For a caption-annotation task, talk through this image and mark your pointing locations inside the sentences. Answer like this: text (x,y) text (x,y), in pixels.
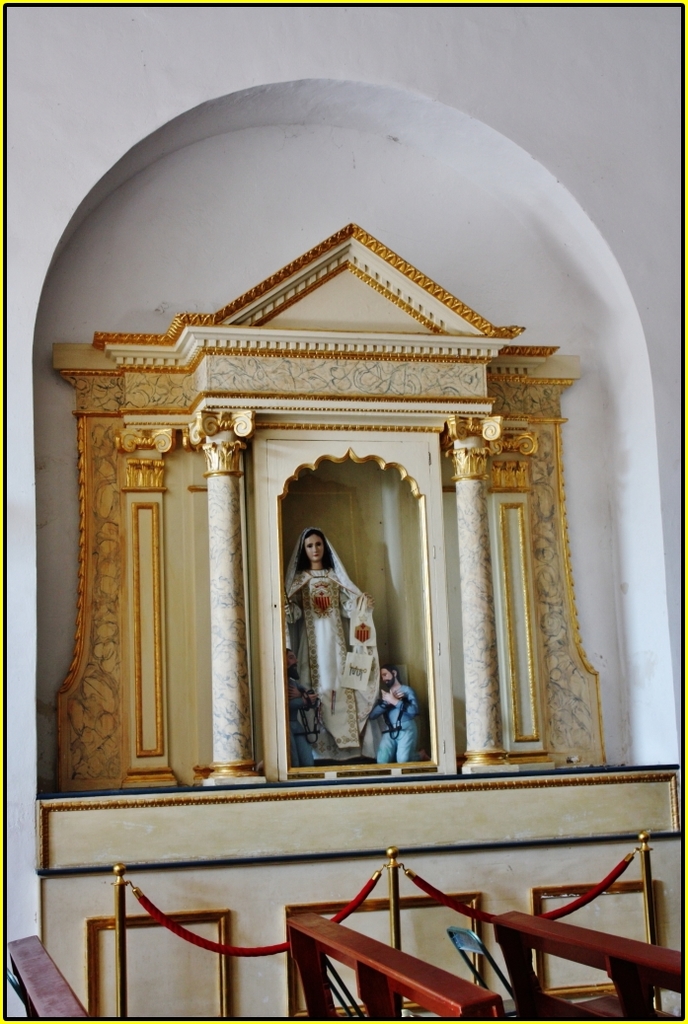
In this image I can see a statue (350,684) standing wearing white color dress (338,684). I can also see two pillars (230,669), background (605,139) the wall (330,93) is in white color.
